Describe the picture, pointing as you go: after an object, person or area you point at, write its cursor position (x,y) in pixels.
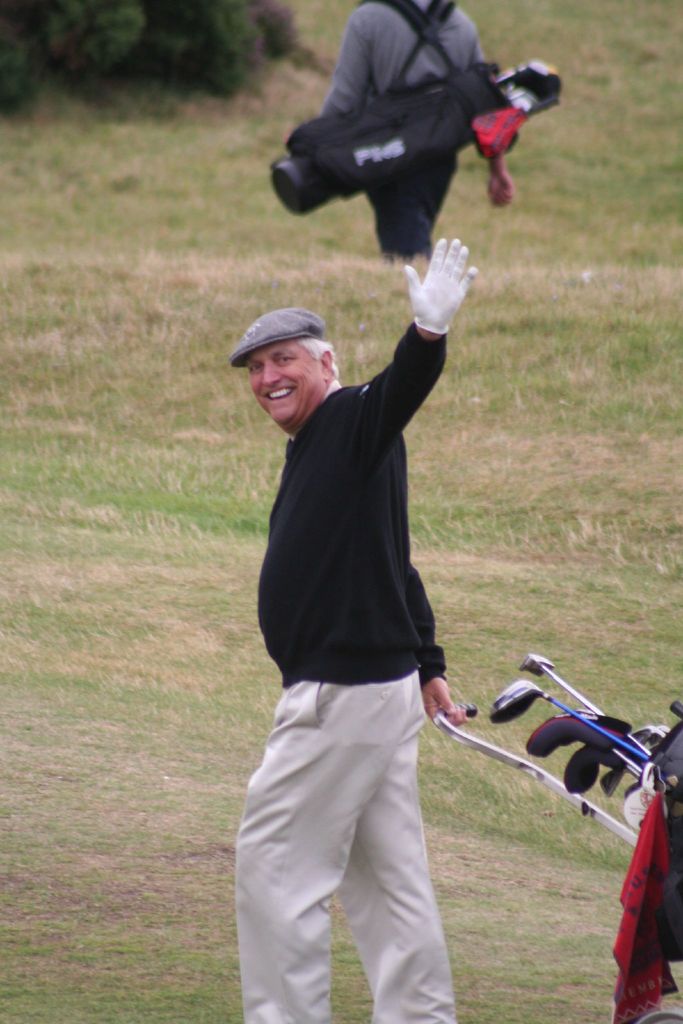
In this picture I can see a man (327,483) standing and smiling, there are golf clubs (641,775) in an object (677,825), there is another person (410,22) standing with bags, and in the background (235,49) there is grass (561,31) and there are plants (235,49).
